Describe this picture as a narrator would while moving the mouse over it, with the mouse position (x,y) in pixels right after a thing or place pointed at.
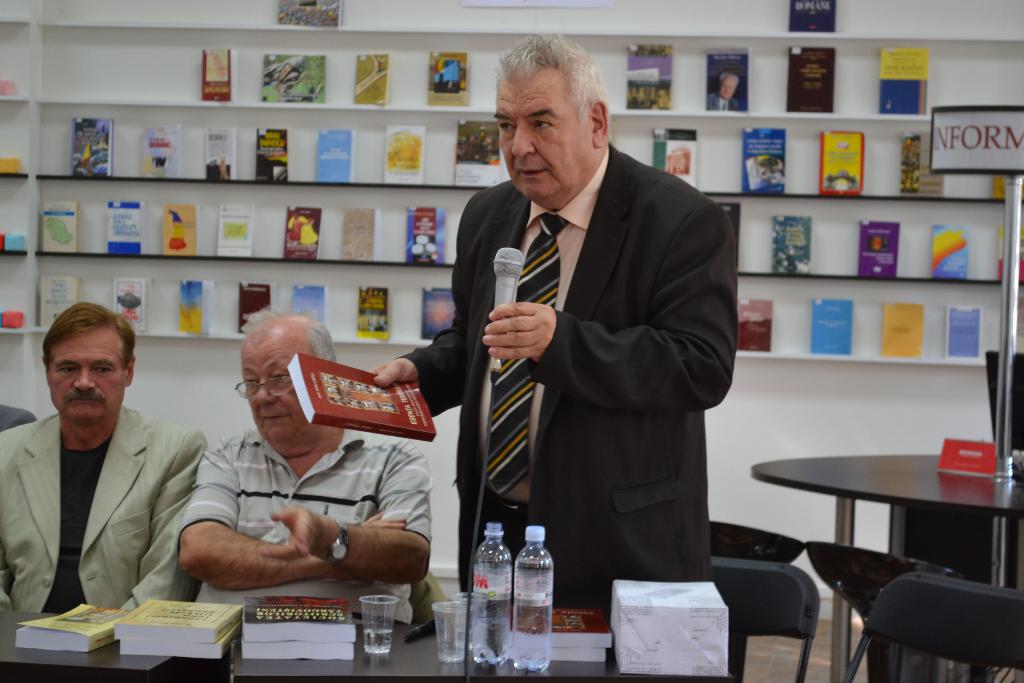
In this image we can see a man (621,334) wearing black blazer (584,453) is holding a mic (501,305) and book (340,413) in his hands (499,320). This two persons (326,457) are sitting on the chairs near the table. There are books (204,627), glasses (373,639), bottles (484,628) and box (660,618) on the table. In the background (769,424) there is a bookshelf (452,217) attached to the wall (877,292).
